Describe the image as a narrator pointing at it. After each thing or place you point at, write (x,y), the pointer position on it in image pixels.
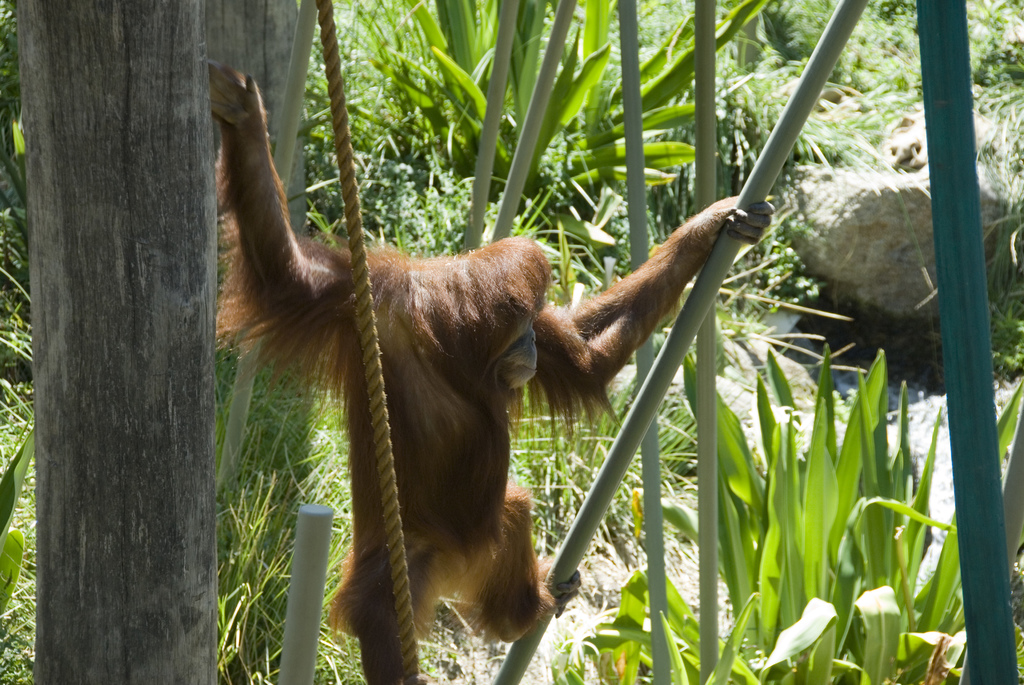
In the image there is a monkey (487,432) it is holding a stick (829,46) and in front of the monkey (337,304) there is a rope (345,123), there are many trees (76,396) and plants (788,479) around the monkey (451,494).
